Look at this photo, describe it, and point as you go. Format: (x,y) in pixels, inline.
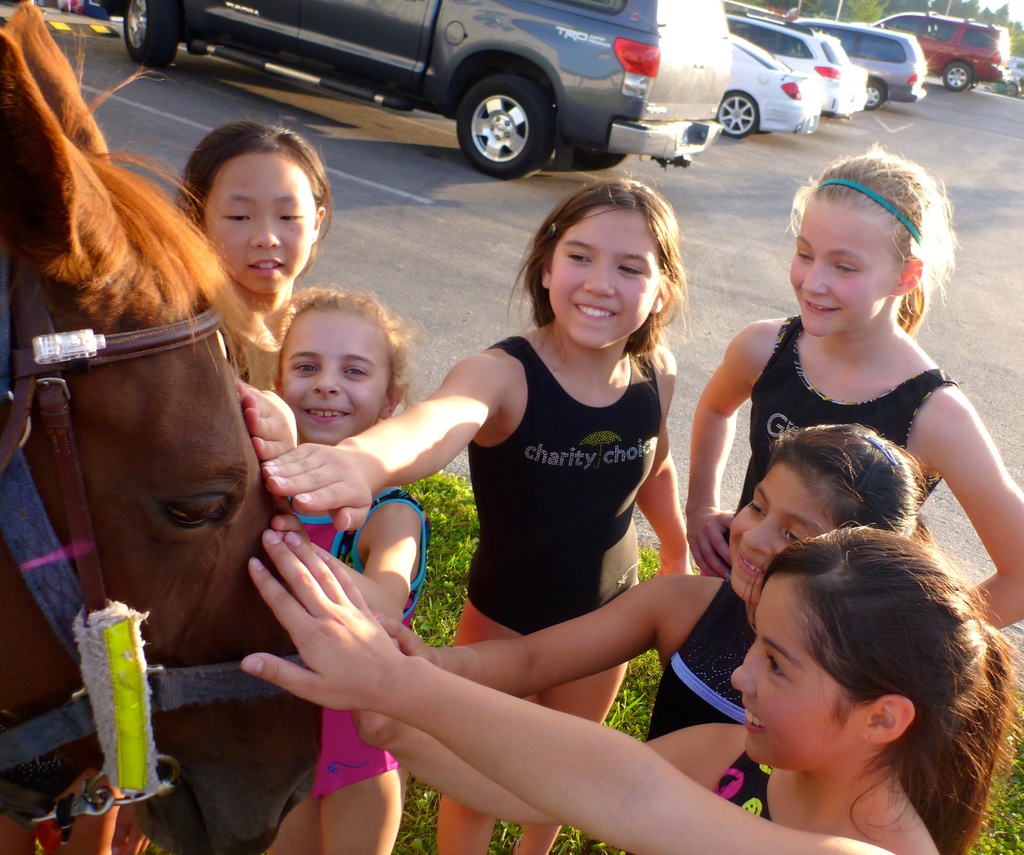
In this image I can see number of persons (668,461) are standing and holding a horse (207,492) which is brown in color. In the background (458,512) I can see some grass (463,537), the ground (478,322), few vehicles (879,38), few trees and the sky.
